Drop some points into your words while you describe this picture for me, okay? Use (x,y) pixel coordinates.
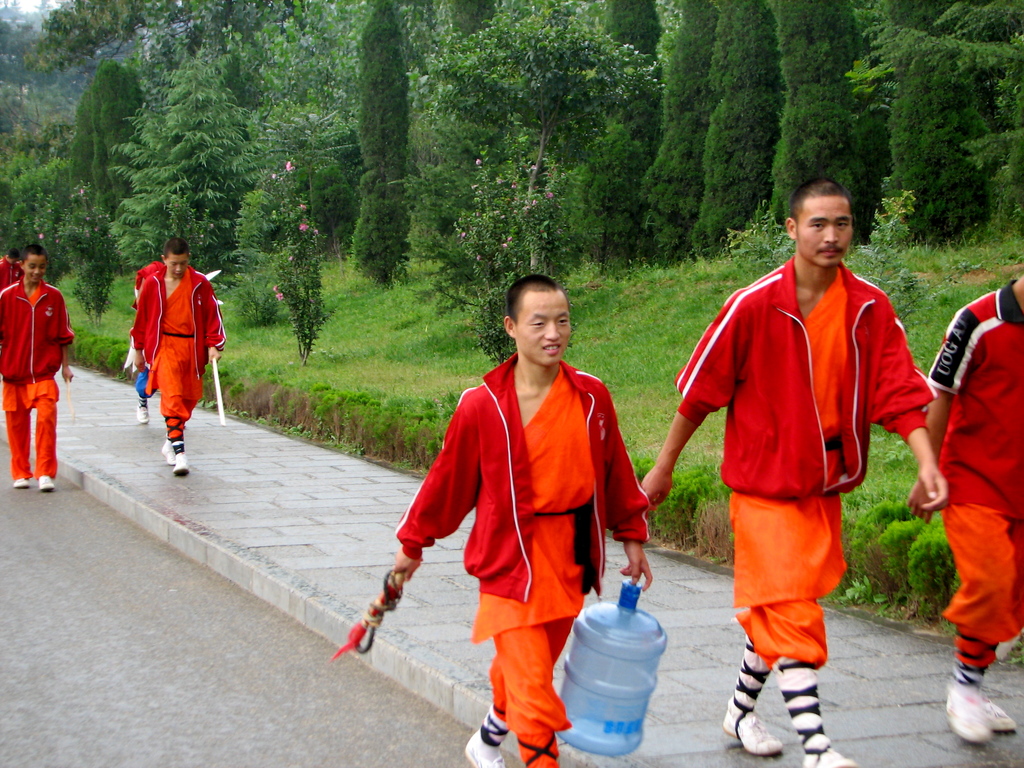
In this picture we can see a group of people (57,321) walking on the road (100,510) and footpath (111,441) and in the background (127,76) we can see trees (614,225).
